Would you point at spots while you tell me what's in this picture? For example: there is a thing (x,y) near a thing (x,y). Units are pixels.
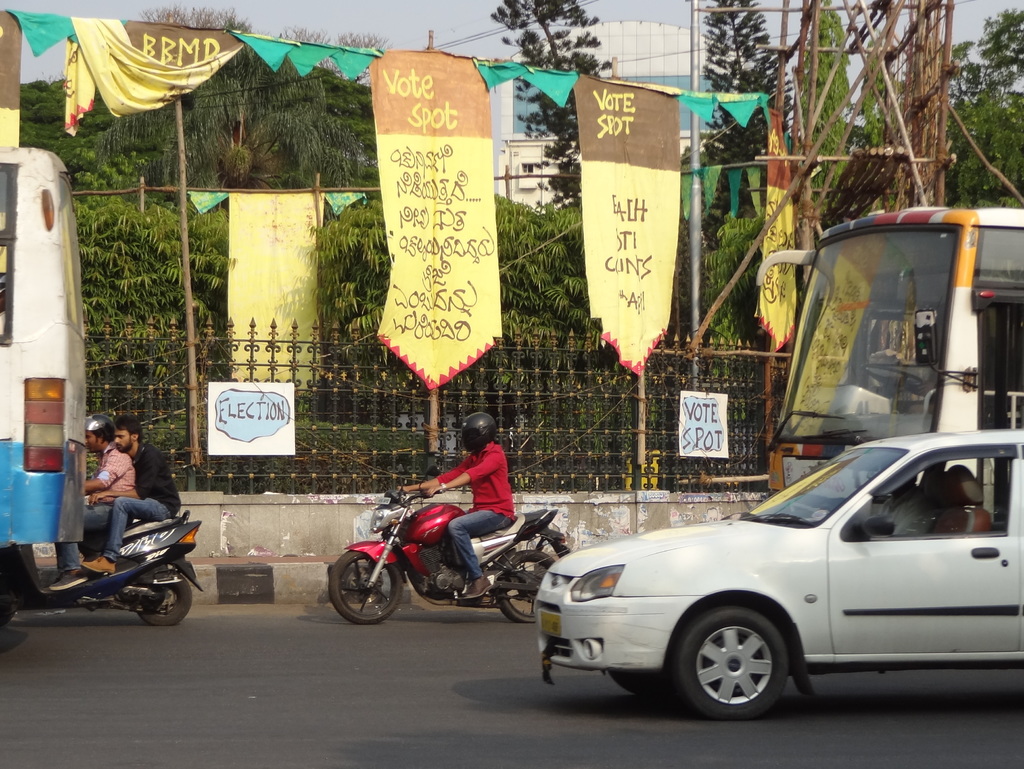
In the center of the image (371,512) we can see a few vehicles (422,522) on the road (227,660) and we can see one person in the car (585,592). And we can see two people (462,553) are riding bikes (136,580), in which we can see one person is sitting behind the other person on the front bike (99,590). Among them, we can see two persons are wearing helmets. In the background (387,4) we can see the sky (490,41), one building (520,113), poles (193,420), fences (520,391), trees (745,237), banners (766,255) and a few other objects (37,37). On the banners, we can see some text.
